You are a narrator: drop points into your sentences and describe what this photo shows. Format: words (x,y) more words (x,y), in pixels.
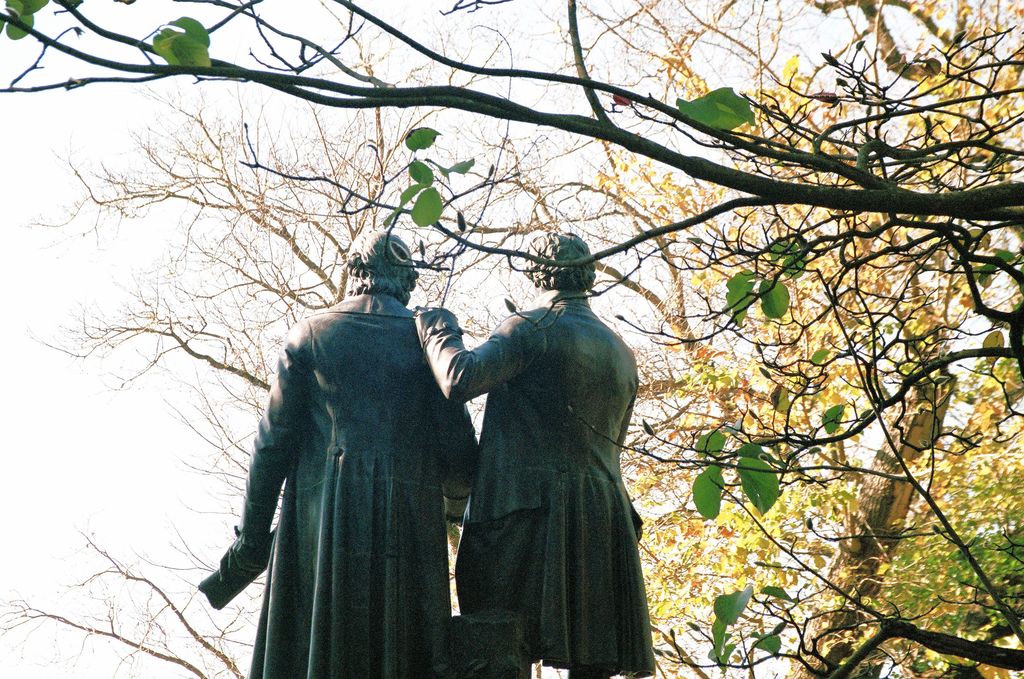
In this image there are two statues (456,457), around the statues (579,409) there are trees (518,226) with branches (697,223) and leaves (711,232).
